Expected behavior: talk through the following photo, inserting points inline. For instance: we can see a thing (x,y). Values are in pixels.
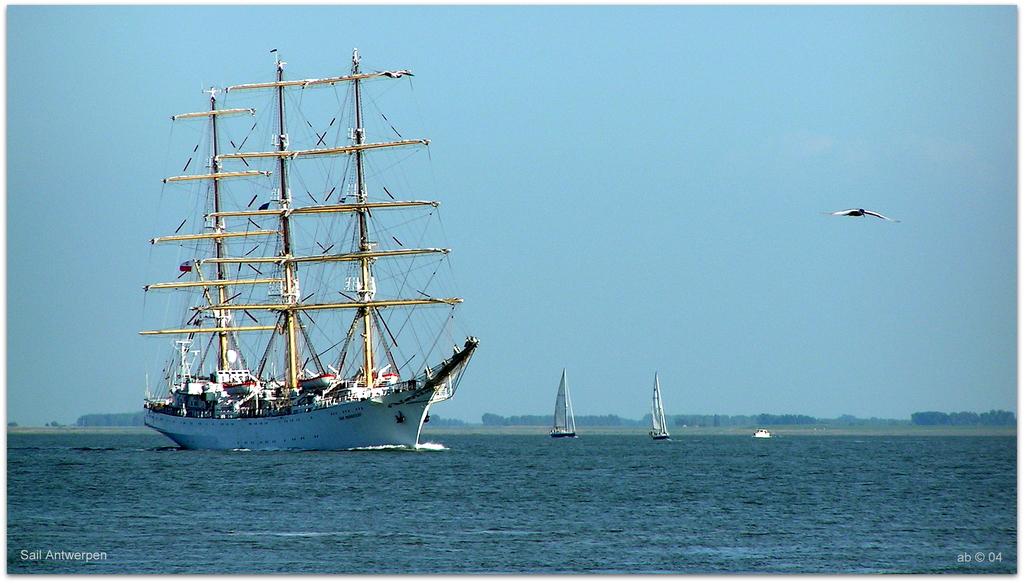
In this image, we can see a ship (244,236) and boats (560,410) floating on water (585,501). There is a bird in the sky (792,213).
